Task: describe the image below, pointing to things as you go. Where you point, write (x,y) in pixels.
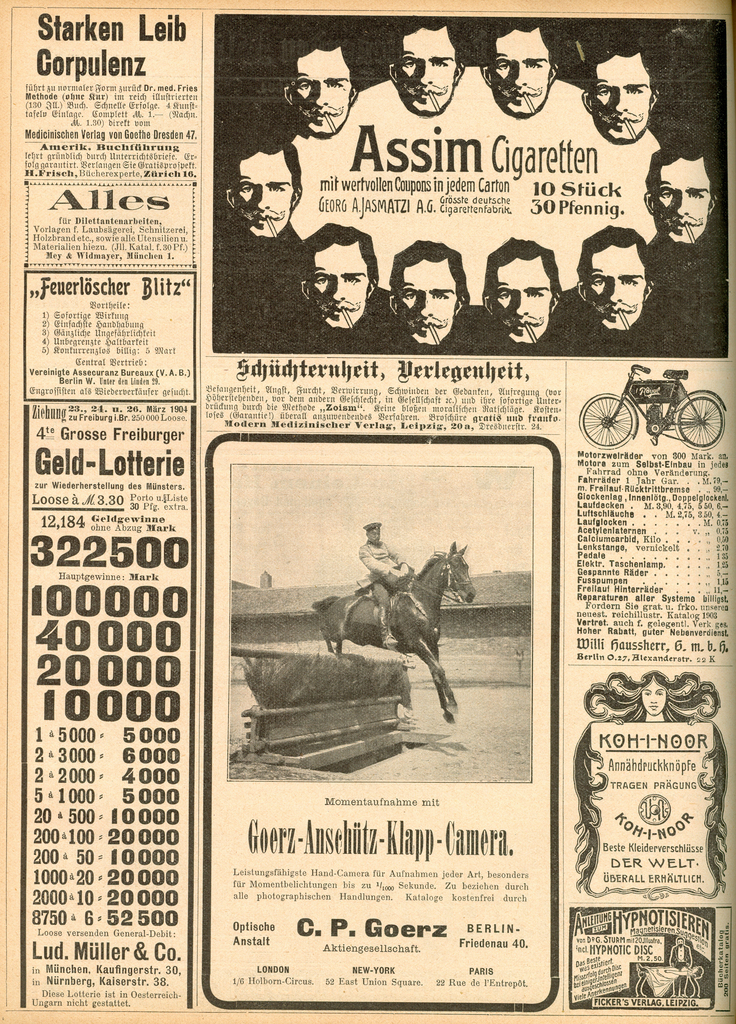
In this picture we can see a paper (432,635), in the paper (345,436) we can see some text (156,378), few people (304,106), horse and a bicycle (630,421).
